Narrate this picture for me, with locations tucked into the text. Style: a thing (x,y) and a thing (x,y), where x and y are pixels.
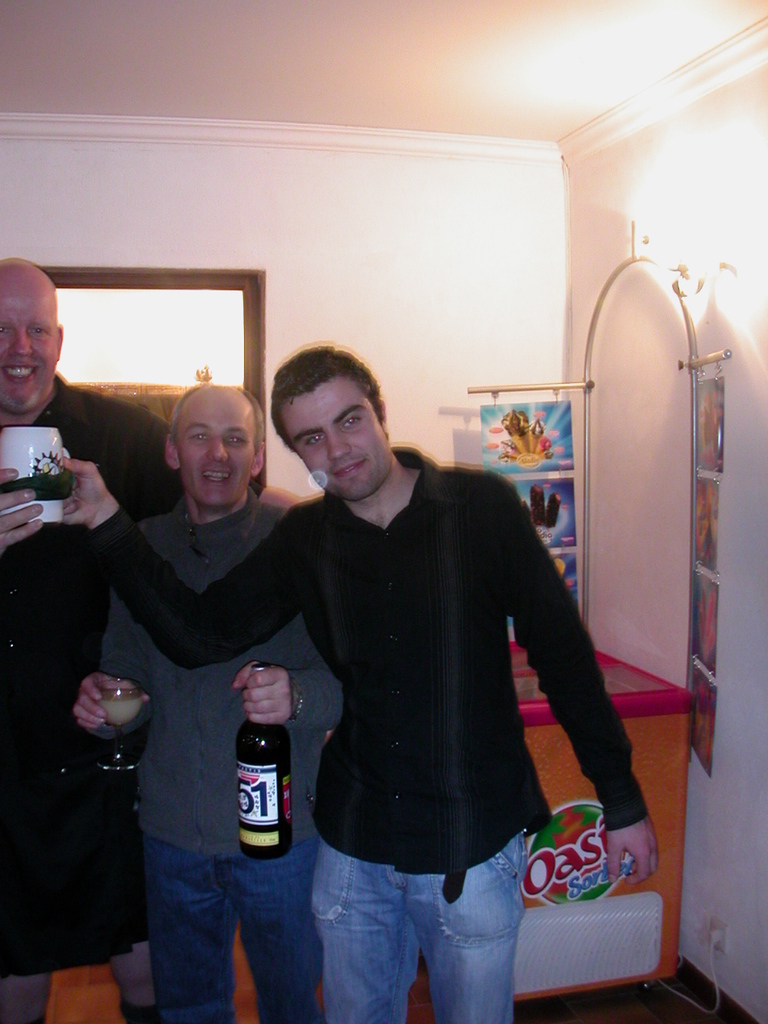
In this picture there are three men (148,432) standing, one of them is holding an object (67,497) in his right hand (88,525) and this person (298,806) is standing at the center (285,657) is holding a beer glass (114,701) and his right hand (101,715) beer bottle (265,702) with his left hand (266,680) and this man (40,360) is smiling, in the backdrop (706,592) there is a wall (429,230), there is a banner (551,437) and there is a light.
